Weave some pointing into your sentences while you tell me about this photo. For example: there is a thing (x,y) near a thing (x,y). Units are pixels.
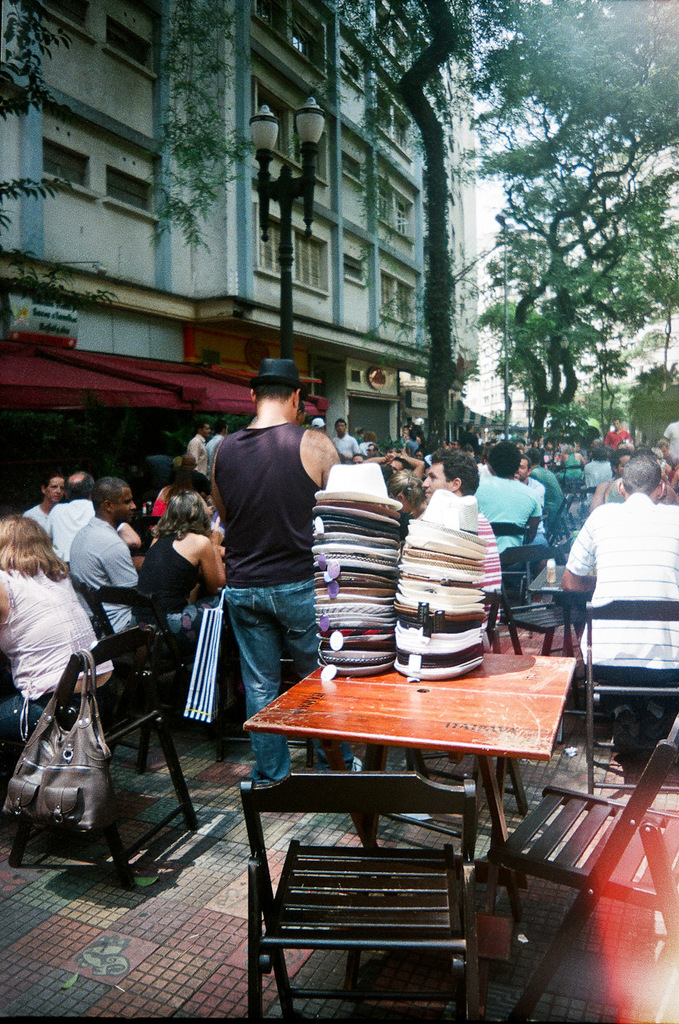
This picture is clicked in the city. Here, we see many people (14,590) sitting on chair (528,527). In front of picture, we see a table (403,680) on which many hats (450,674) are placed. On background (324,385), we see buildings (377,294) and trees (509,353) and we even see street lights (290,345) in the middle of this picture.
